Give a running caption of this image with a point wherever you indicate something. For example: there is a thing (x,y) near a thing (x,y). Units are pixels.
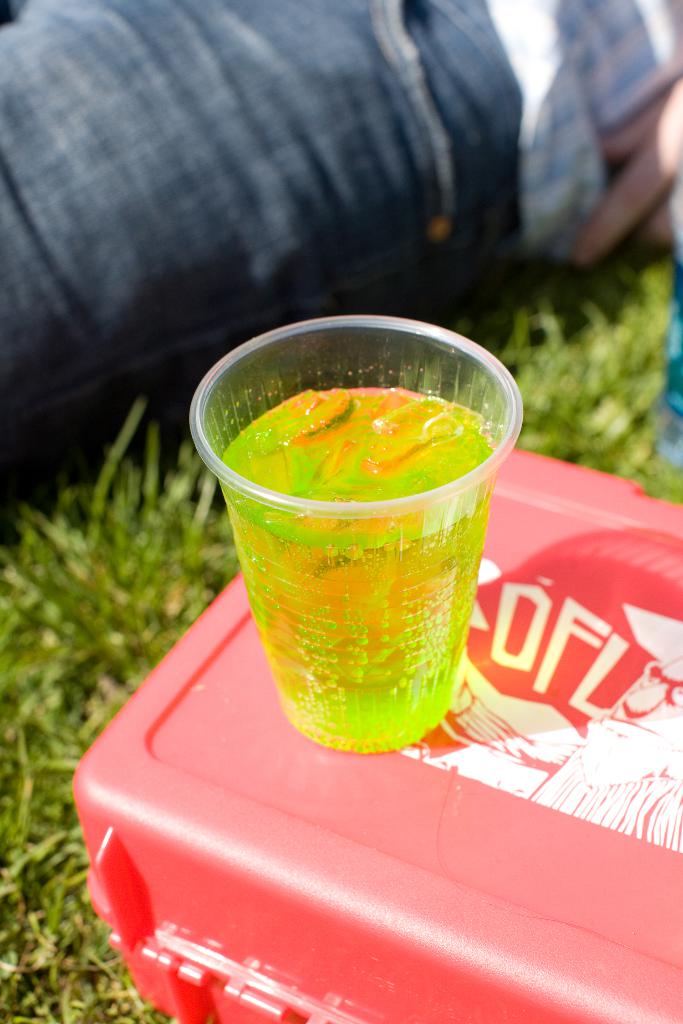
In the center of the image (386,634) we can see a glass (422,690) containing a drink (353,702) placed on the box (240,777). At the bottom (69,822) there is grass (55,725). In the background (44,351) we can see a person's leg (219,147).
